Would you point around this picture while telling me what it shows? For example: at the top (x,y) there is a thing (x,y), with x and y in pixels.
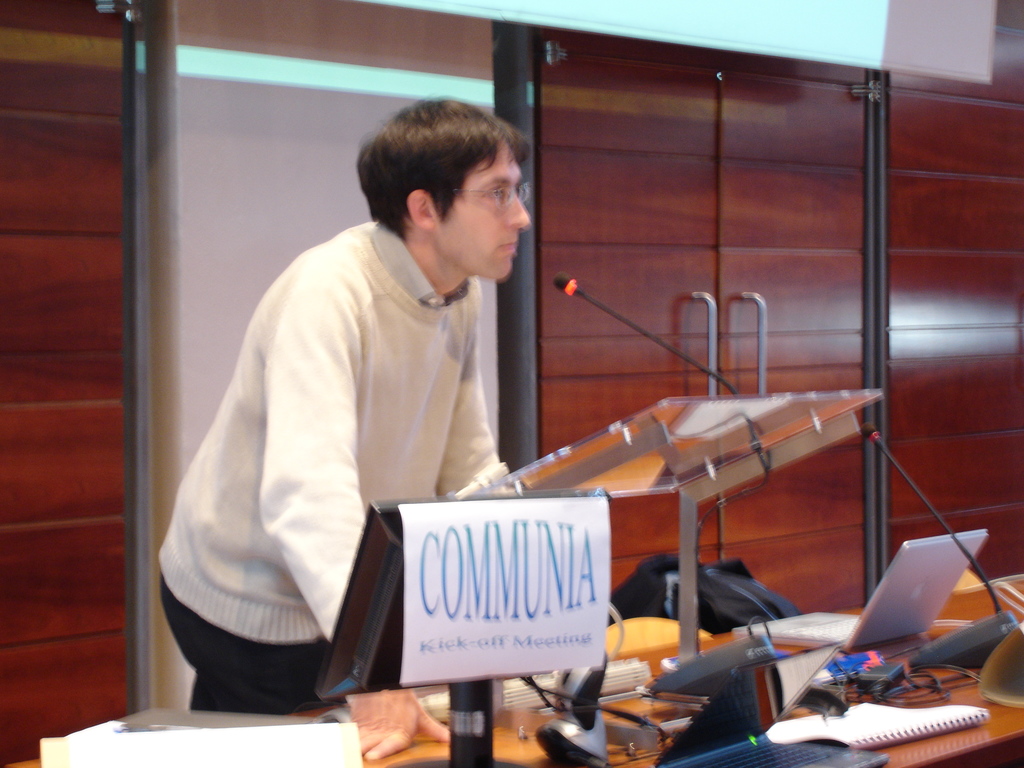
In the image we can see a man (295,387) wearing clothes (349,387) and spectacles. In front of him we can see a microphone (594,305) and the desk (891,752), on the desk (909,748) there are many other objects (860,633), cable wires (945,668) and a book (876,728). Behind him we can see a white panel (360,222) and wooden cupboards (691,195).
